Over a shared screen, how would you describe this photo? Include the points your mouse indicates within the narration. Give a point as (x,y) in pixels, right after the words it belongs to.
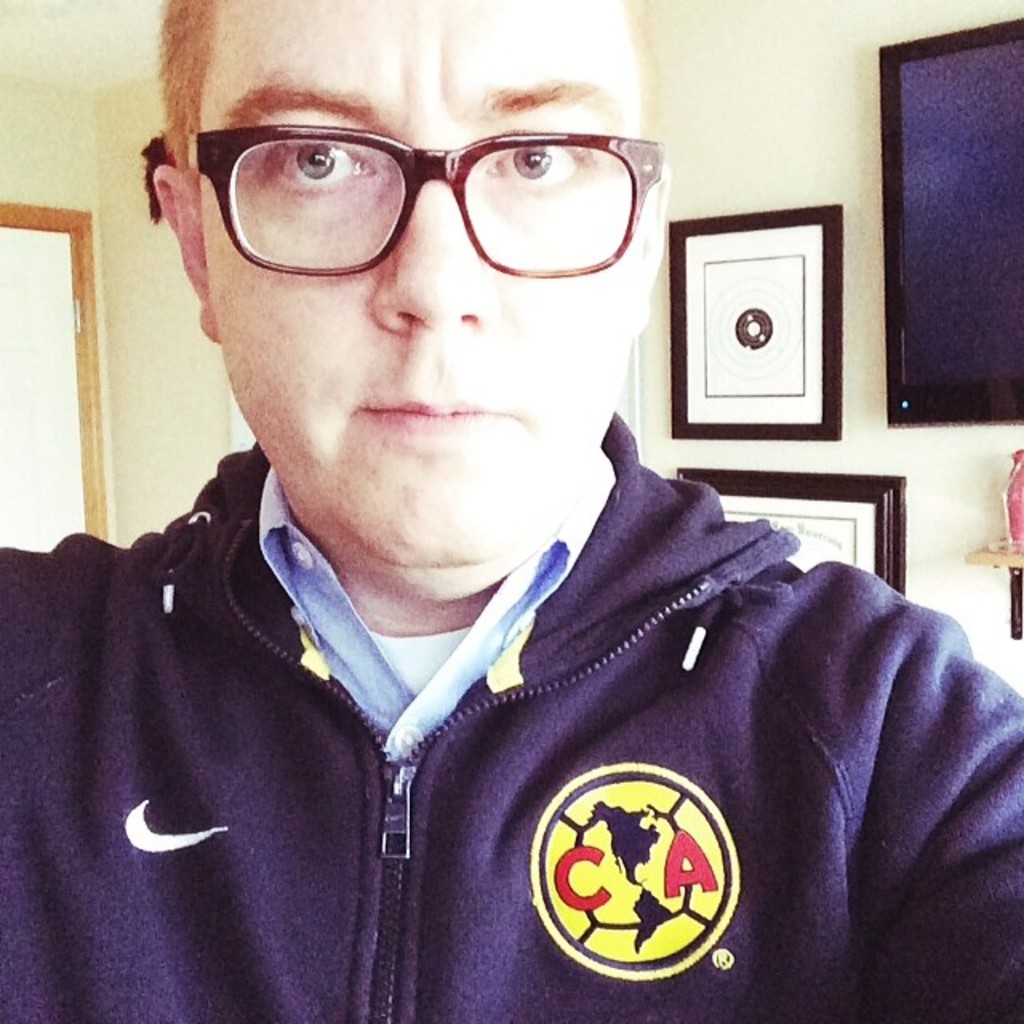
In this image we can see a person (469,553) wearing spectacles (303,270), behind him we can see the door (101,450) and some objects (807,398) on the wall (695,195), we can see a black color object (952,308) which looks like a television (968,205).
